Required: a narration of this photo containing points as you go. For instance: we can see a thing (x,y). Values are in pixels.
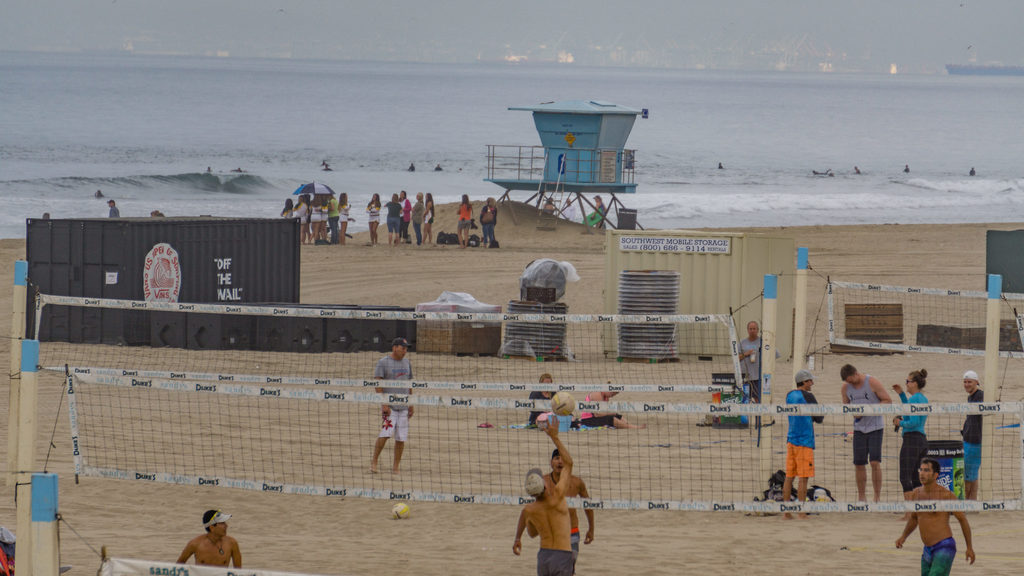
In this image we can see a beach (488,462). We can also see some people (569,497) playing with a ball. On the backside (331,177) we can see some people (327,164) surfing in the water (343,174), and some are swimming.
